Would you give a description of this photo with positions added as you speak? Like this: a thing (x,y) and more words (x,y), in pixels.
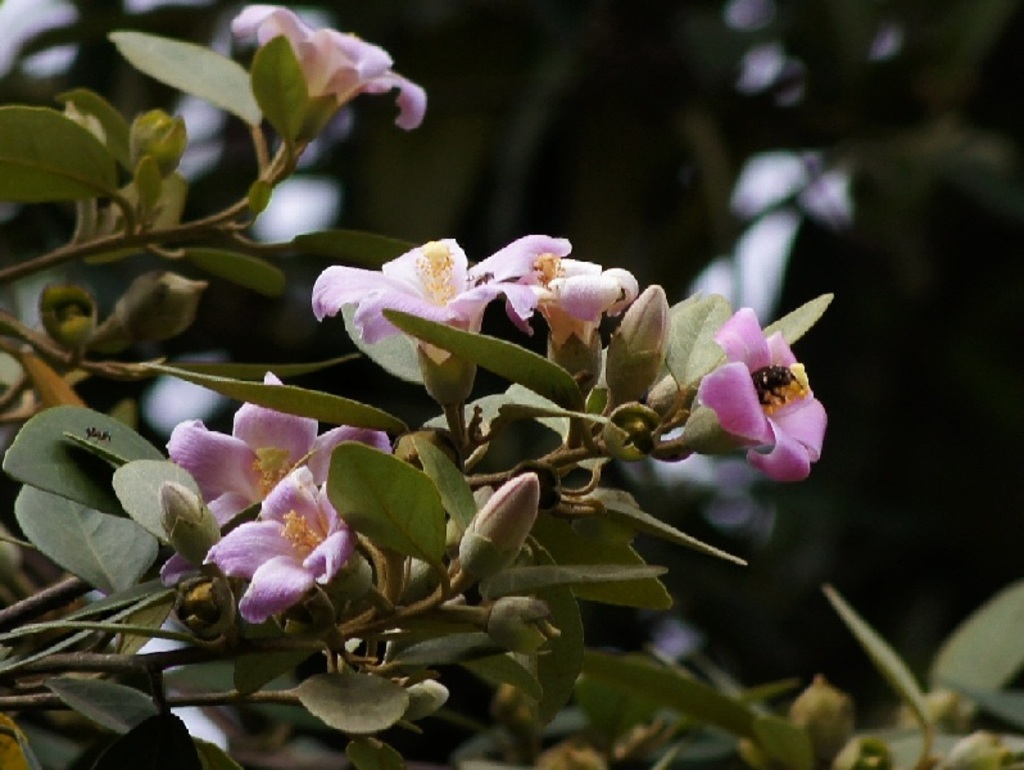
Here we can see a plant (393,498) with flowers (248,415) and in the background (707,143) the image is blur.
